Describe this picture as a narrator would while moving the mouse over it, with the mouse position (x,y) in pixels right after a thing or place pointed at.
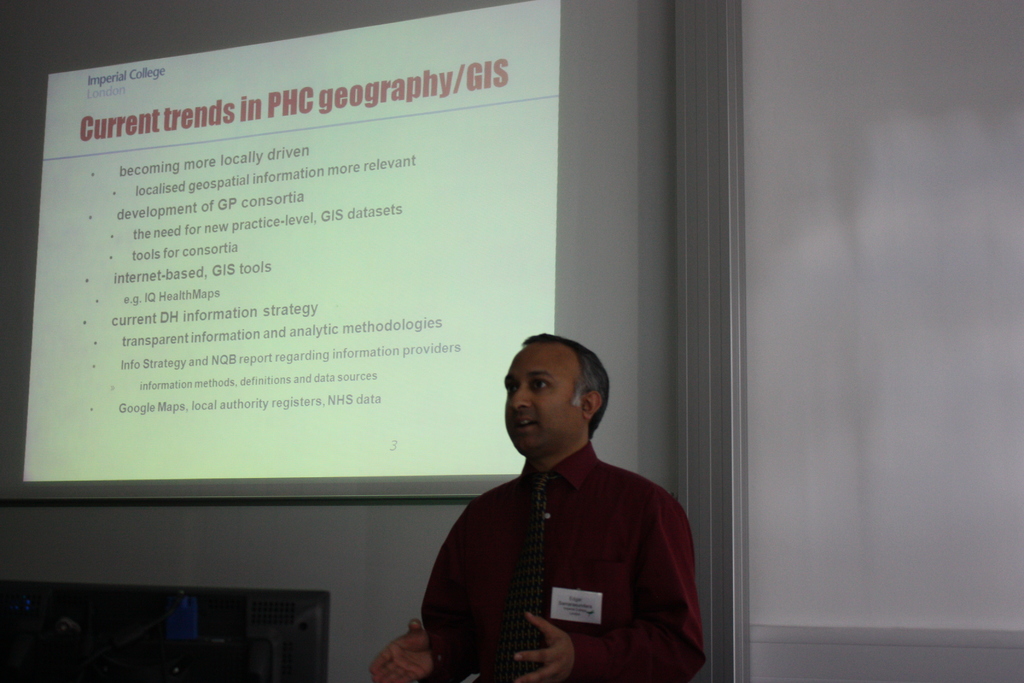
In the background (527,121) we can see a projector screen (145,185) and the wall (697,449). In this picture we can see a man (688,617) wearing a shirt (633,507) and a tie (528,624). We can see a paper note (600,593) on his shirt (621,592). In the bottom left corner of the picture (184,621) we can see an object (260,625).
